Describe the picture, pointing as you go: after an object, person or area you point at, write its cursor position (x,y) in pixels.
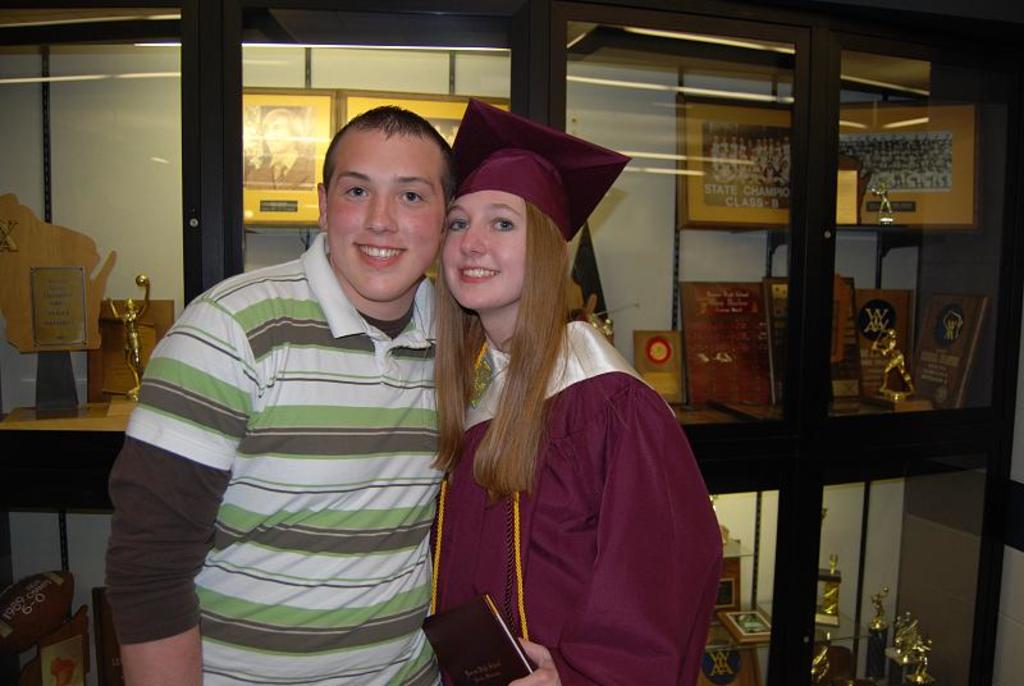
In this image we can see this man (118,510) wearing T-shirt (297,512) and this woman (525,596) wearing coat (455,470) and hat (614,176) is holding an object (464,617) and standing here. In the background (842,382), we can see awards (104,387) and some objects (303,117) are kept in the glass cupboard (795,641).
